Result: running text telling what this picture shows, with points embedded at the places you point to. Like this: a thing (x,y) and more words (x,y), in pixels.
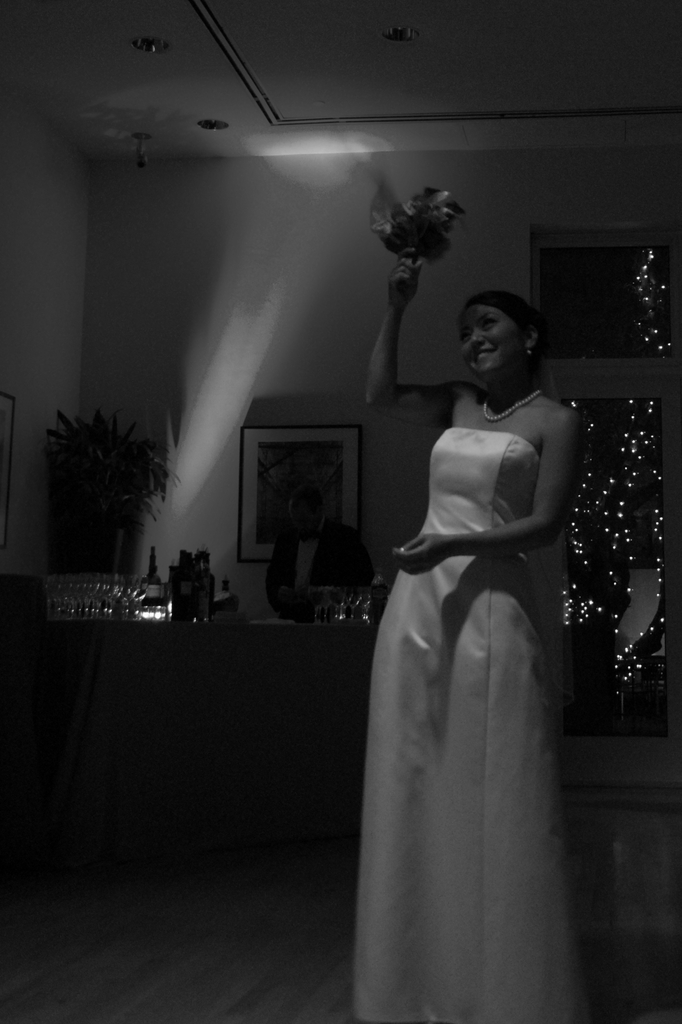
In this image there is a lady (400,951) standing and holding flowers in hands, behind her there is a table (67,628) with bottles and also there are photo frames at the wall (654,184).
